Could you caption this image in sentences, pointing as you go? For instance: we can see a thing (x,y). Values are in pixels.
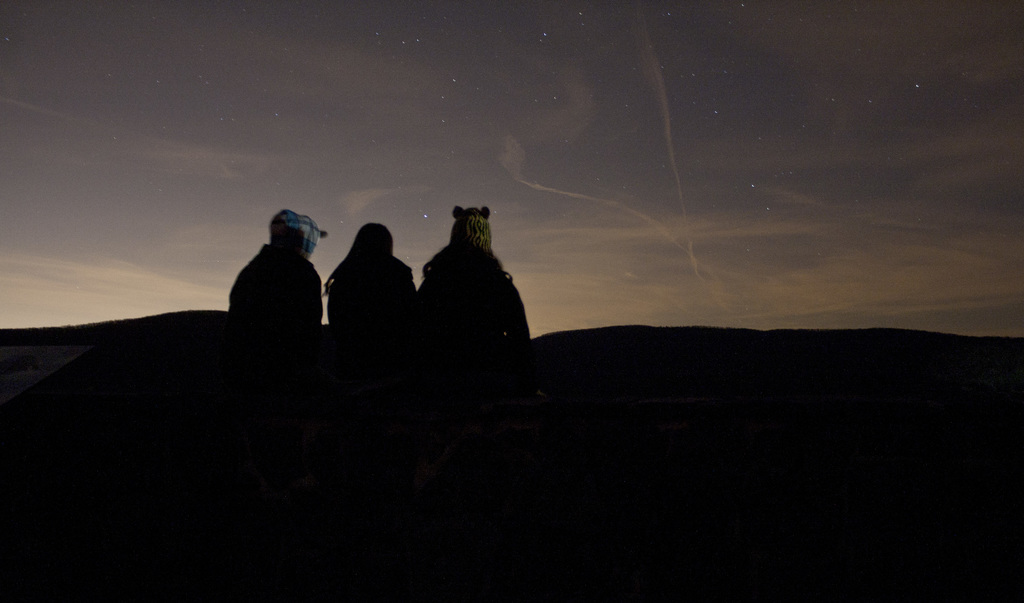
In the middle of the image (480,270) three persons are sitting. Behind them there is sky (726,24) and clouds (307,80) and stars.
